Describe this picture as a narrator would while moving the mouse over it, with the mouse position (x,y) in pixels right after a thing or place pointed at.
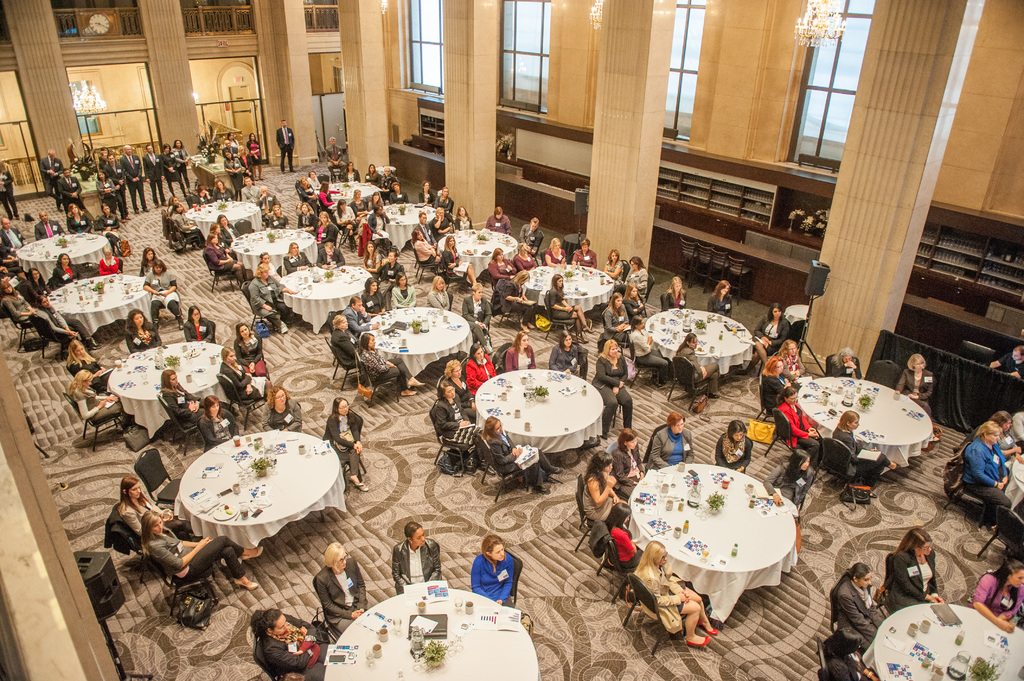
In the given image we can see many people (247,344) sitting on a chair (159,493), there is a table (409,603) in front of them. There are some people (127,172) standing. This is a pillar (601,152).
